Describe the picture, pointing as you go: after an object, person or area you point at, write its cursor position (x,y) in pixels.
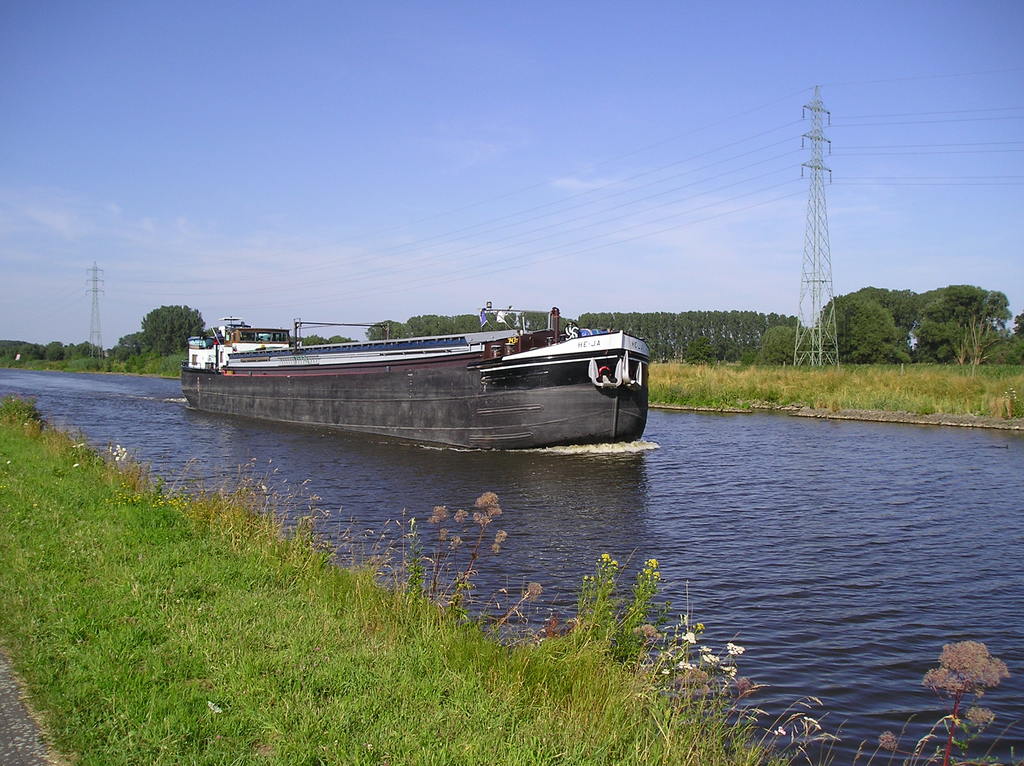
There is a boat (399,434) on the water (710,475). This is grass (164,615). In the background (33,302) we can see trees (793,358), towers (824,328), and sky (652,152).
